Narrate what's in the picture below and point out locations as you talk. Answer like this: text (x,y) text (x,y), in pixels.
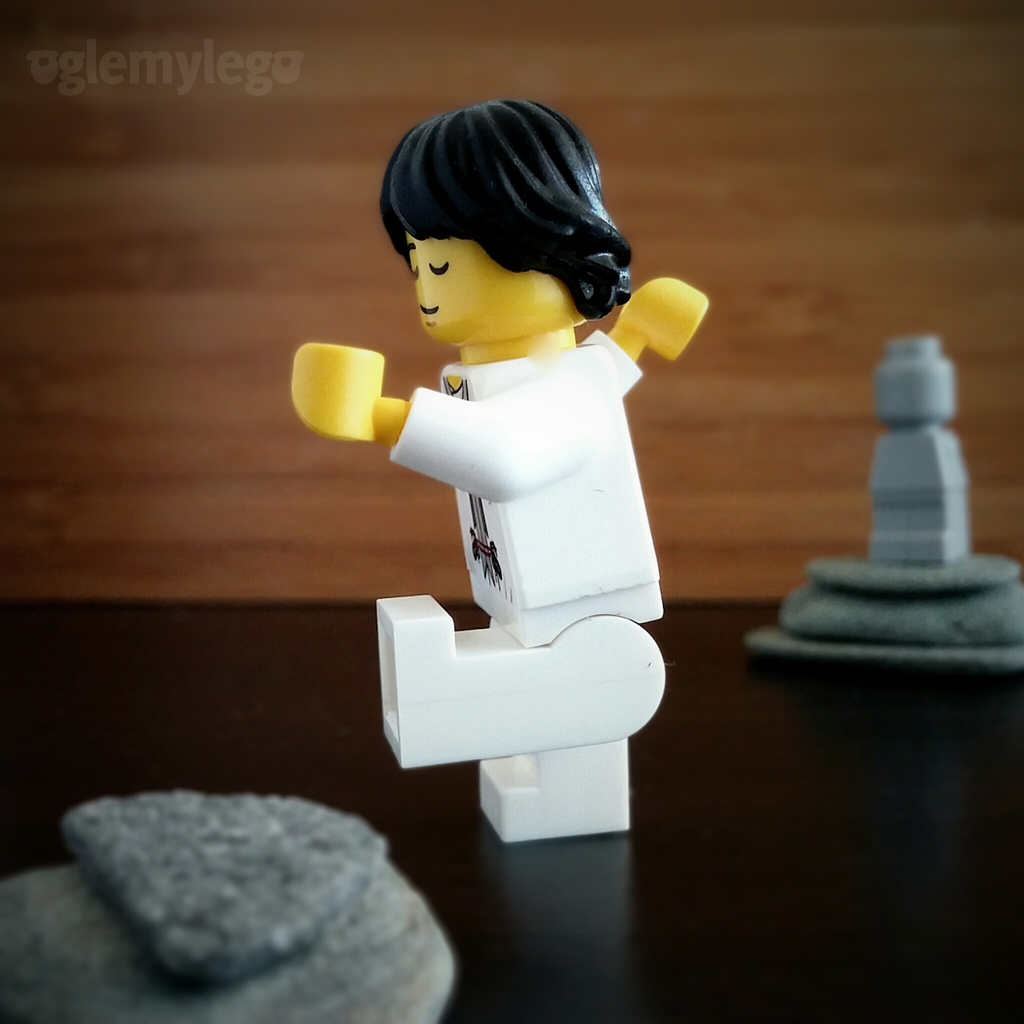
In the image we can see there is a human toy (513,436) kept on the table (528,901) and there are other toys (177,918).
